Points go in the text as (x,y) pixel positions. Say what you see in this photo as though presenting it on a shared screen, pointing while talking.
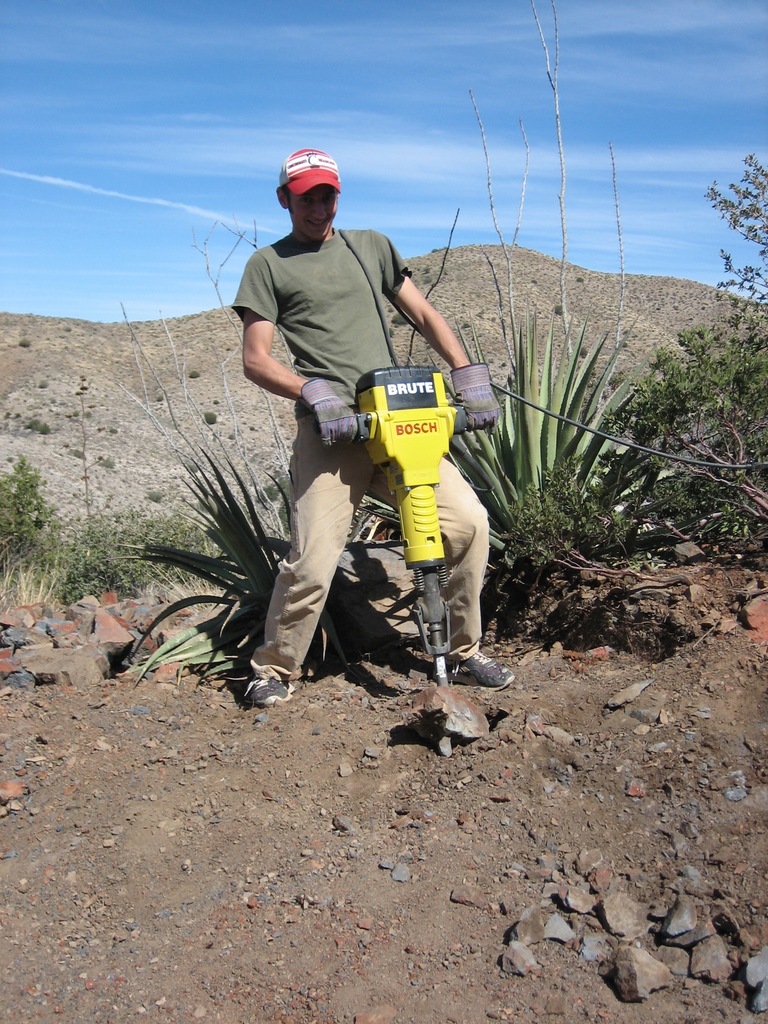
In this picture there is a person (313,217) standing and smiling and he is holding the drilling machine (441,674). At the back (503,476) there is a mountain (95,404) and there are plants (735,444). At the top (239,154) there is sky (318,138) and there are clouds (286,143). At the bottom (303,984) there are stones (457,784).
